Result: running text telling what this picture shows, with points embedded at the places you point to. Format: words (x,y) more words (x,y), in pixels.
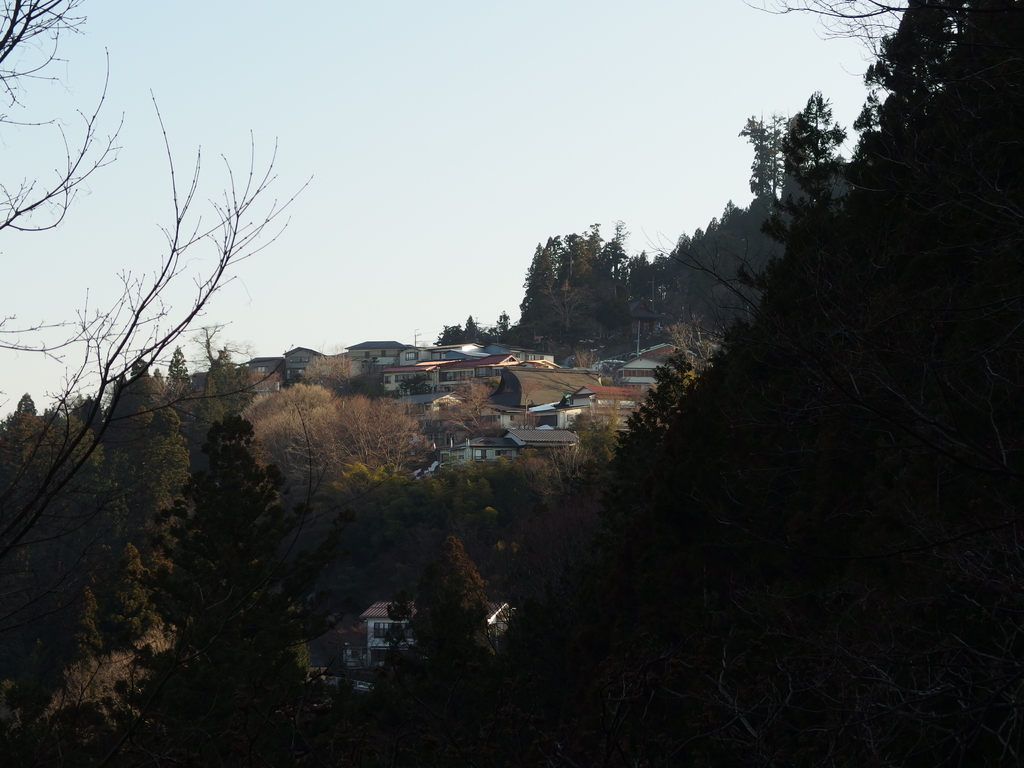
In this image I can see at the bottom (632,539) there are trees (605,519), in the middle (554,407) there are houses (509,406). At the top (490,93) it is the sky (476,120).
